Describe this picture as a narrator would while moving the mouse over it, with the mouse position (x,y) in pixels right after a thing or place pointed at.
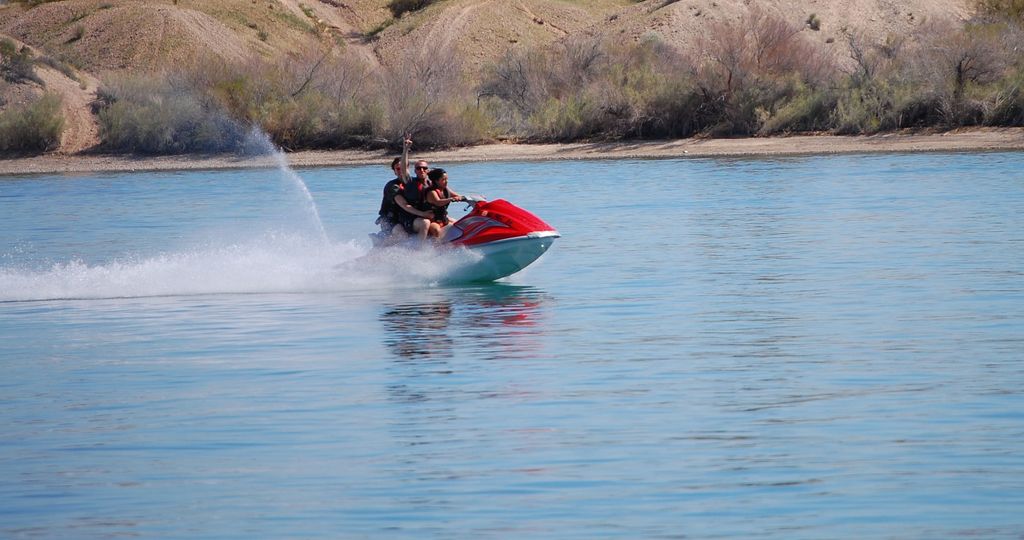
In this picture we can see three people (437,233) sitting in a speed boat (475,226), at the bottom (567,455) there is water (576,446), we can see grass (763,124) here.
